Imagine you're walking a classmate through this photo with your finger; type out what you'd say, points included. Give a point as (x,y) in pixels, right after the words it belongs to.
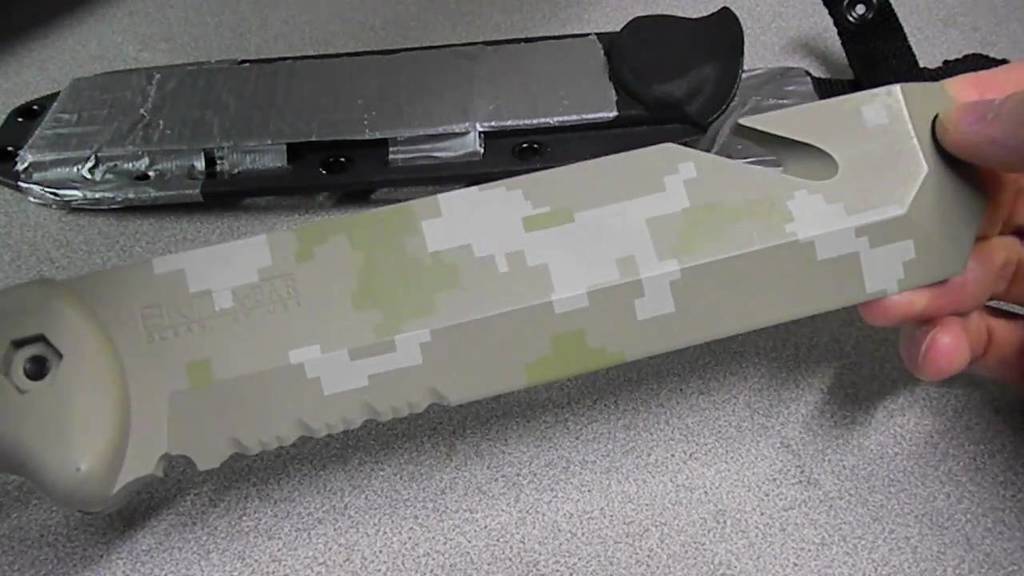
In this picture there is a person (983,274) holding the object (613,296). At the bottom (572,390) it looks like a floor (637,457).
